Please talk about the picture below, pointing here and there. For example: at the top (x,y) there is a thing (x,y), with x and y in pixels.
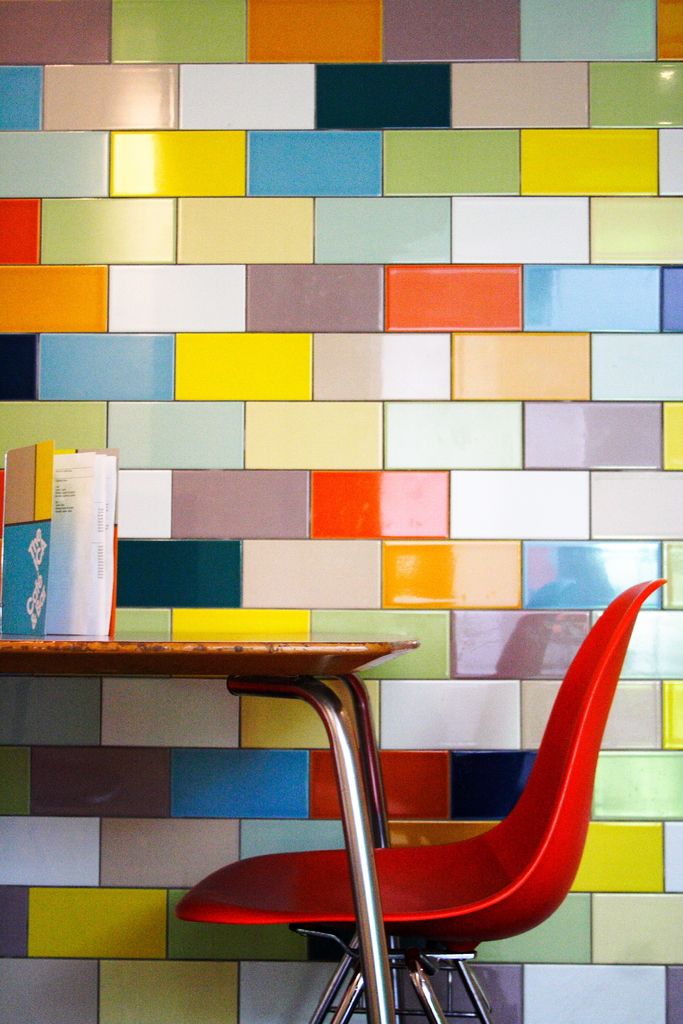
In this picture there is a chair (472,861). There is a book (77,531) on the table (176,648). There are multi colors on the wall (361,417).
